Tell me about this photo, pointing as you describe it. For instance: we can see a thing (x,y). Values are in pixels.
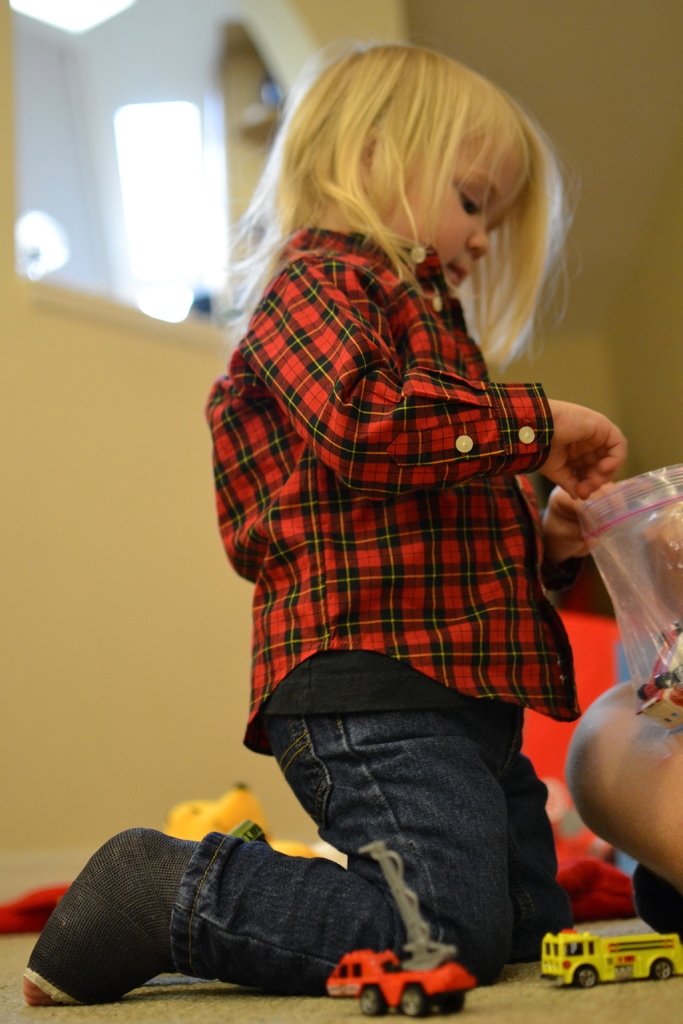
In this picture we can see toys (630,955) and a child (573,695) on the floor (100,1016), plastic cover (662,525), some objects (628,886) and in the background (41,577) we can see the wall (618,187).
